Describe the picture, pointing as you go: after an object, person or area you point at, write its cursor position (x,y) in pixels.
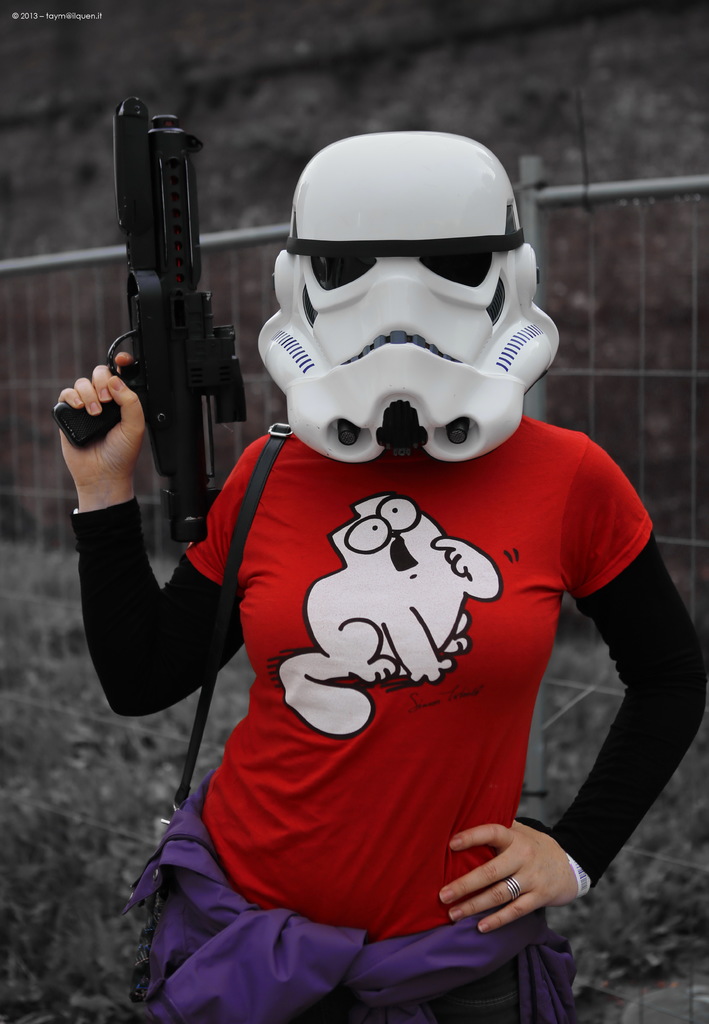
Here I can see a woman (345,790) wearing red color t-shirt (343,646), standing, holding a gun (136,284) in the hand (121,424) and wearing a white color mask (384,298). In the background (64,659), I can see the fencing (549,294) and ground (68,715).
